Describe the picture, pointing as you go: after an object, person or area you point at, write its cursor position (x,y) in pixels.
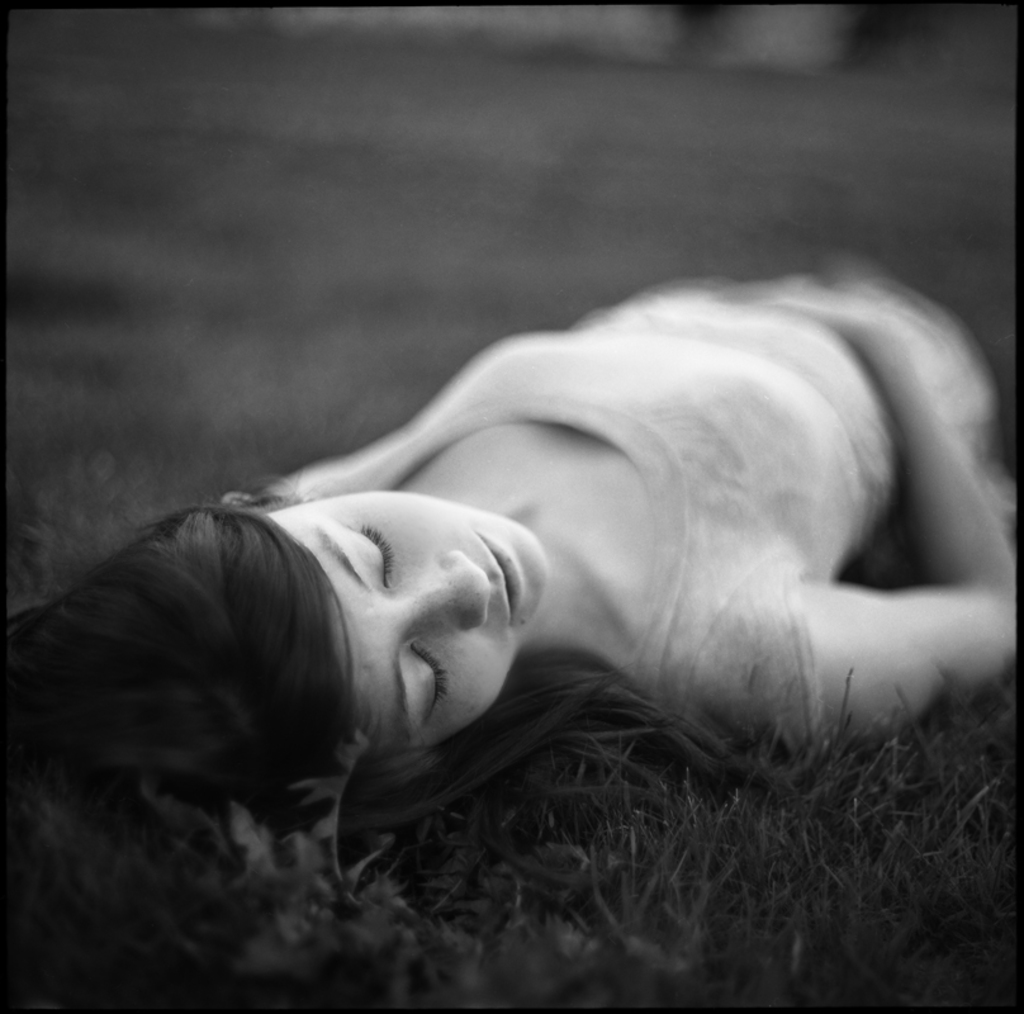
In this image, we can see a woman (462,702) is sleeping on the grass (543,864). Background (106,324) there is a blur view. It is a black and white image. The borders of the image, we can see black color.
